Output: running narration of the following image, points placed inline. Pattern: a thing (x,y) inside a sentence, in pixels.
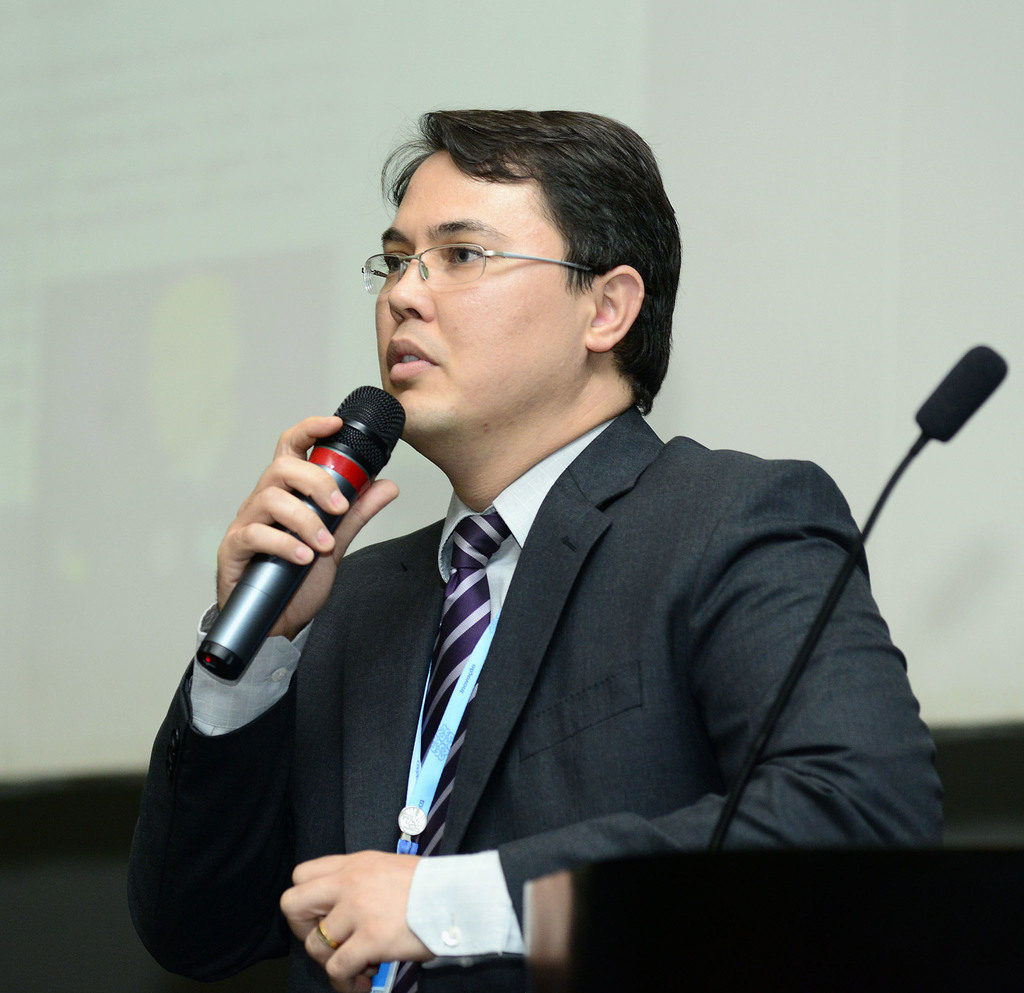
A man (406,631) is talking on mic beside him on the right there is a microphone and behind him there is a screen (339,215).
